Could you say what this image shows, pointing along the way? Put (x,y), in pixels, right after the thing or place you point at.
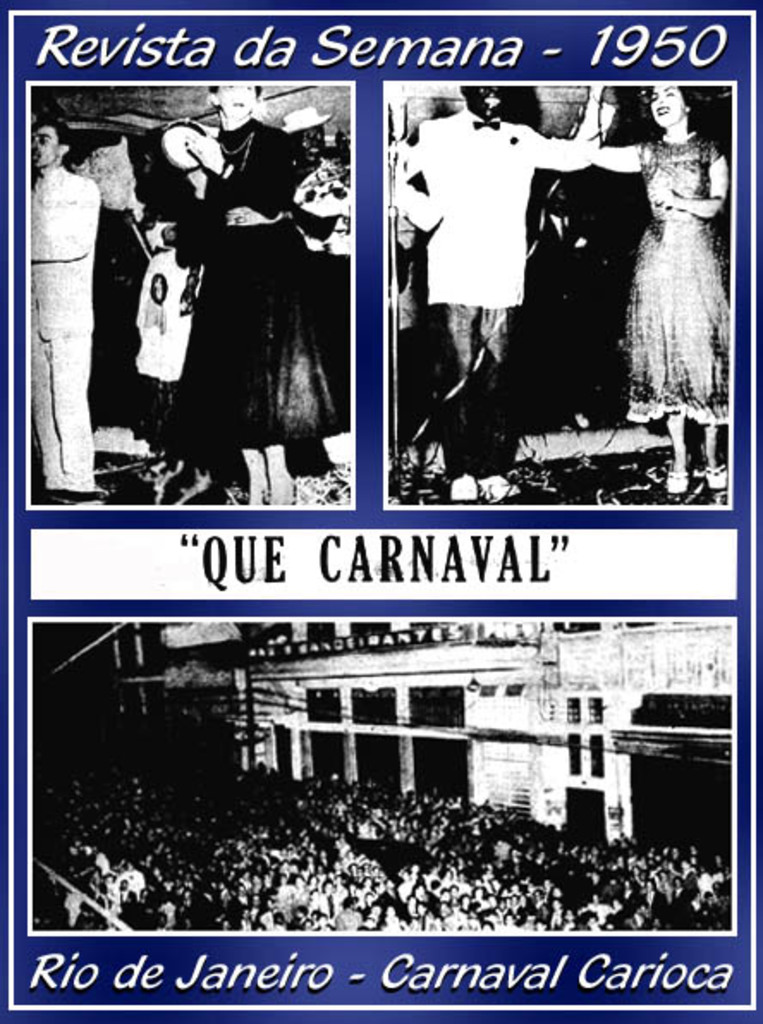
There is a poster (119,853) having three images (136,252), In these images (466,310) there are persons (218,278) and there are texts (97,49) and numbers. And the background (374,77) is violet in color.
